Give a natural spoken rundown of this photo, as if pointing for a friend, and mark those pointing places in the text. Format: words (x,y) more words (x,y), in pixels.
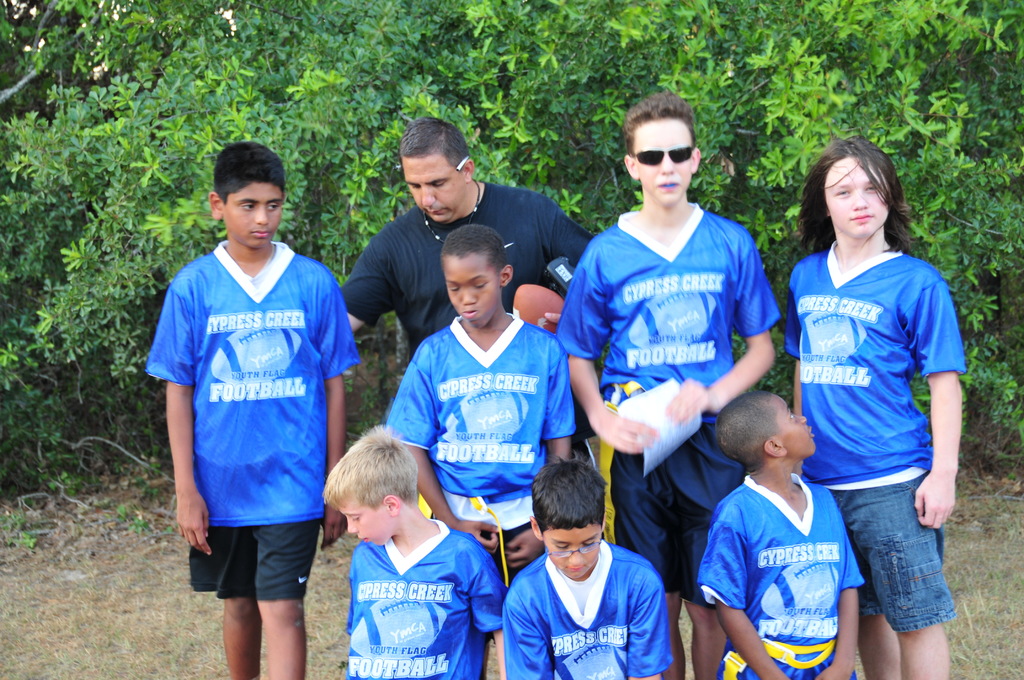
In this image I see few people (486,257) in which these people (515,334) are wearing same dress (438,374) and this man (415,299) is wearing black t-shirt (424,261) and I see that this boy (630,285) is holding a white color thing (646,401) in his hand (693,400) and I see the grass (20,631). In the background (37,381) I see the green leaves (788,104) on the stems (1015,441).
